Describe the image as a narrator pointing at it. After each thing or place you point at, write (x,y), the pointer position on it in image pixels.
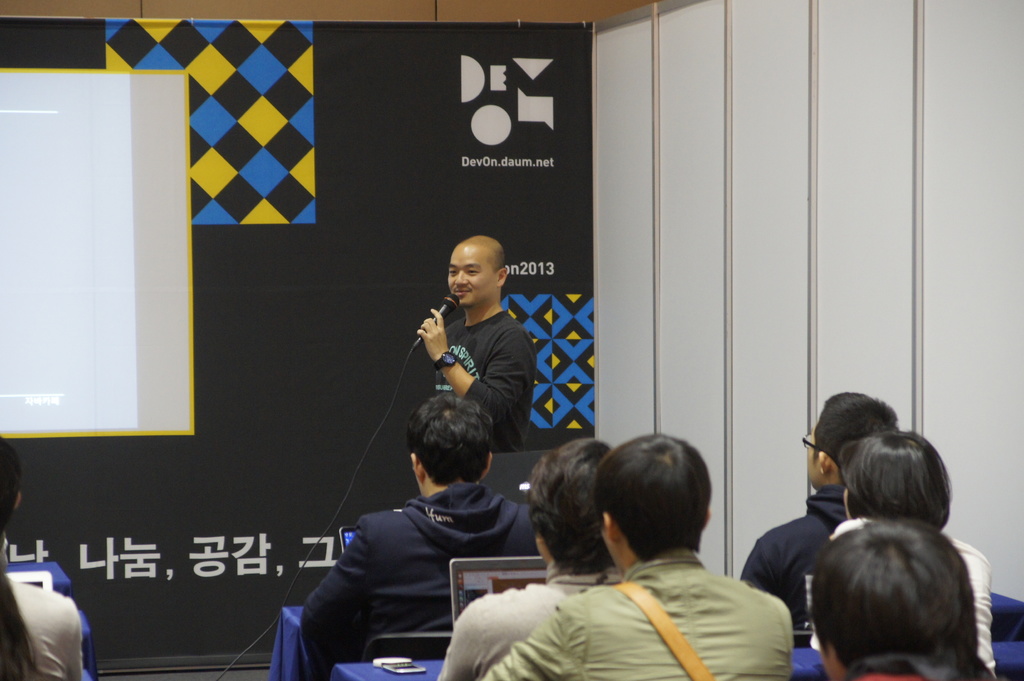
In the foreground (602,453) I can see a group of people (555,459) are sitting on the chairs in front of tables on which I can see laptops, mobiles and so on. In the background (1004,445) I can see a wall (345,270), screen (6,198), logo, text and a person (515,399) is standing on the floor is holding a mike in hand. This image is taken may be in a hall (420,443).
